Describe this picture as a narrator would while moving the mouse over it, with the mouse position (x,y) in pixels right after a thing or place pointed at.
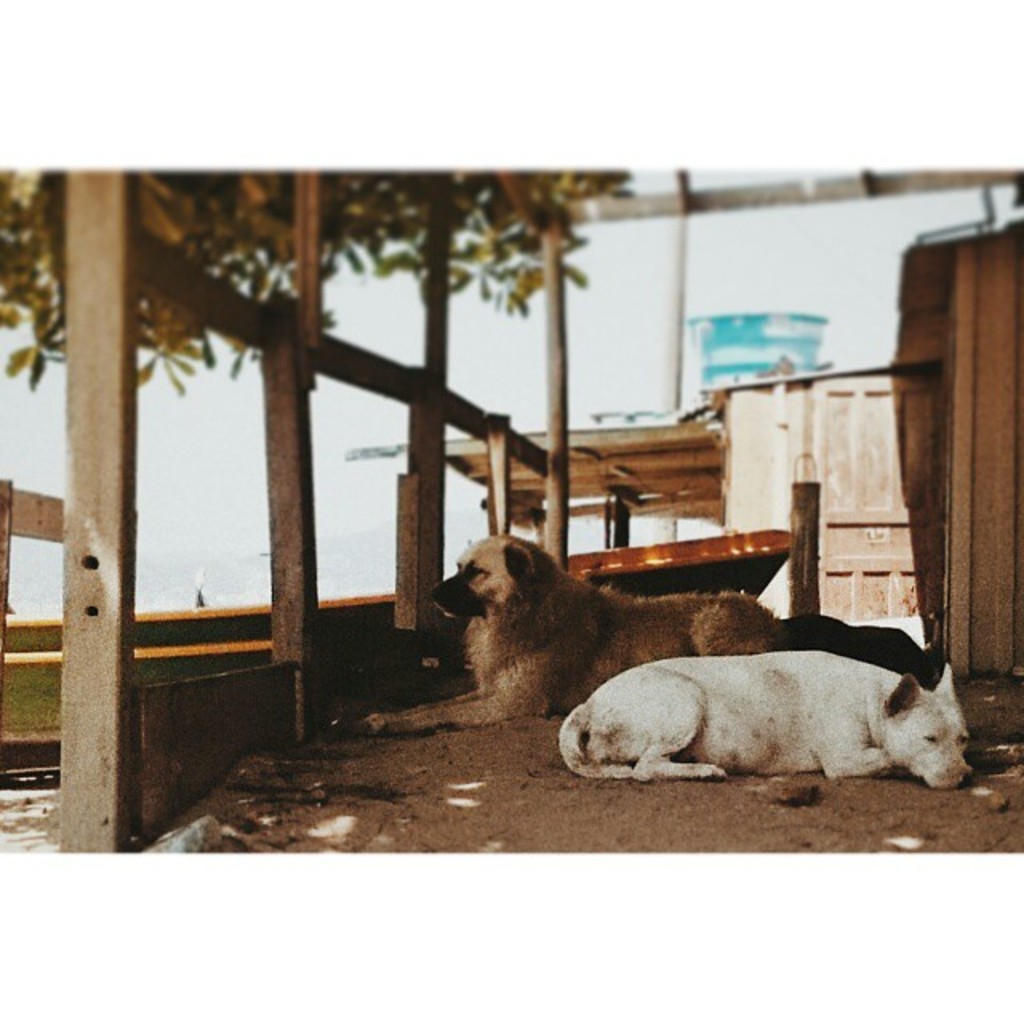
In this picture I can see there are three dogs (704,702) lying on the soil (578,802) and there are wooden poles (294,611) in the backdrop (270,473) and there is a building (834,436).
